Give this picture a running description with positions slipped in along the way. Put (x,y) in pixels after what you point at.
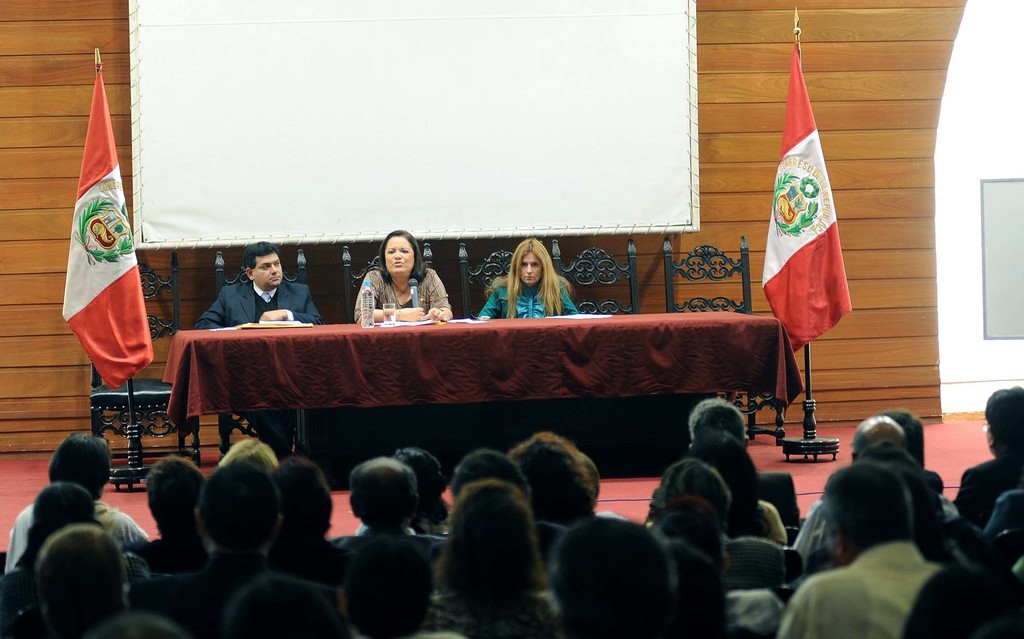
In the center (537,303) we can see three persons (442,291) were sitting on the chair (485,281) around the table (421,373). On table (420,347) there is a water bottle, glass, paper (405,325) and microphone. In bottom (423,526) we can see group of persons (539,531) were sitting. In the background (404,81) there is a board (595,181), wood wall (859,137) and two flags (802,197).
